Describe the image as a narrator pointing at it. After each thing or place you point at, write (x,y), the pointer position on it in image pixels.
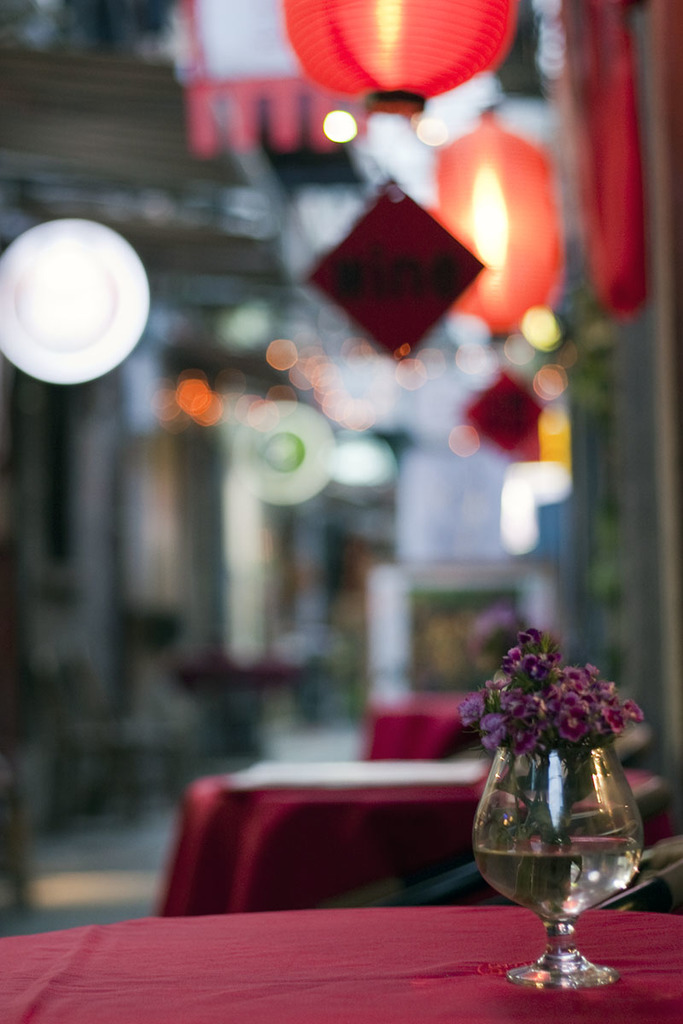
In this image I see a glass (475,849) in which there are flowers (570,773) and the glass (509,868) is on a table (657,1016).
